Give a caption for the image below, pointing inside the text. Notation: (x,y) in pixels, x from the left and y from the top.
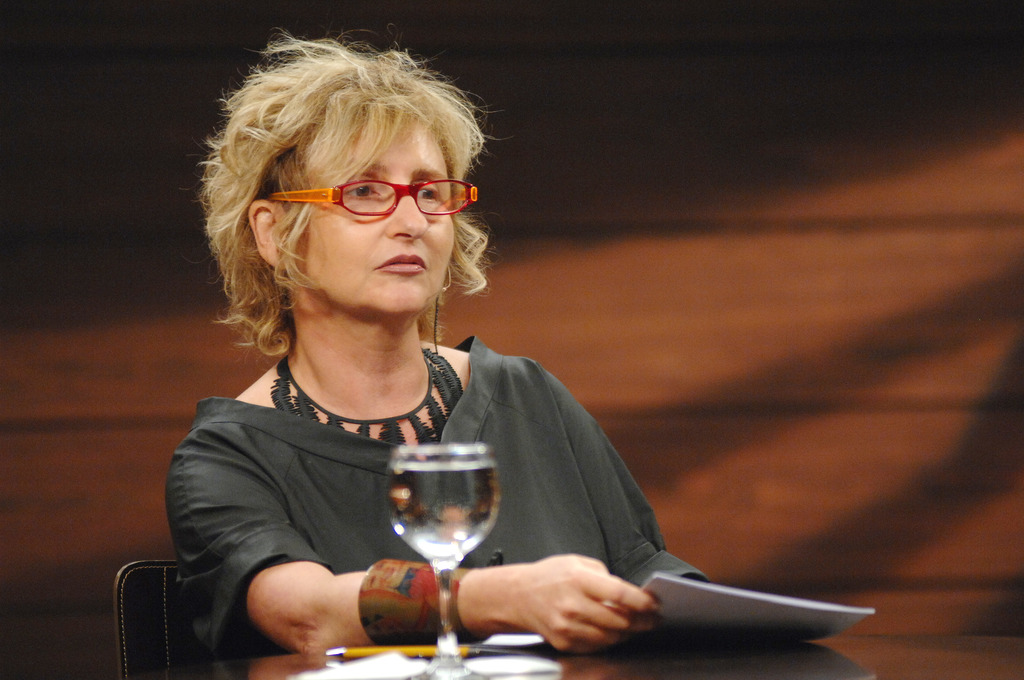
In this image there is a glass (449,631), papers (478,662), pen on the table (1021,659), and at the background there is a person (380,541) sitting on the chair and holding papers (787,622).
